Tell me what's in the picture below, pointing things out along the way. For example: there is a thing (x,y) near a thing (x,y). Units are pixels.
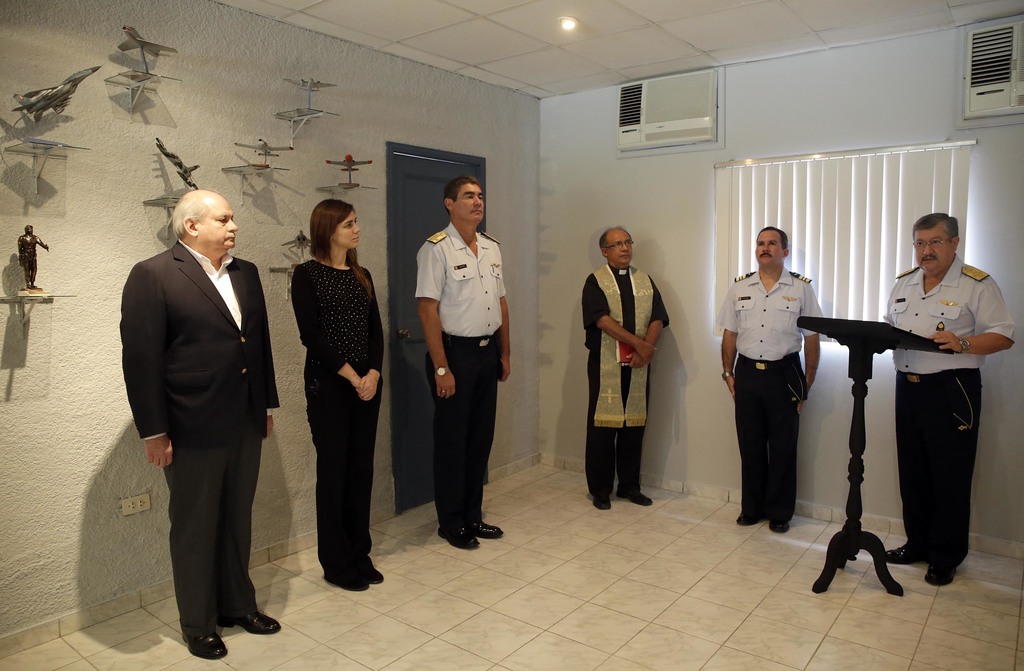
In this image I can see few people (339,439) are standing. I can see three of them are wearing uniforms (462,509) and rest all are wearing black colour dress (364,315). Here I can see a podium (897,336), window blind (846,208), air conditioners (995,115), a light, a door (442,193) and on this wall (270,52) I can see number of things (48,147).
